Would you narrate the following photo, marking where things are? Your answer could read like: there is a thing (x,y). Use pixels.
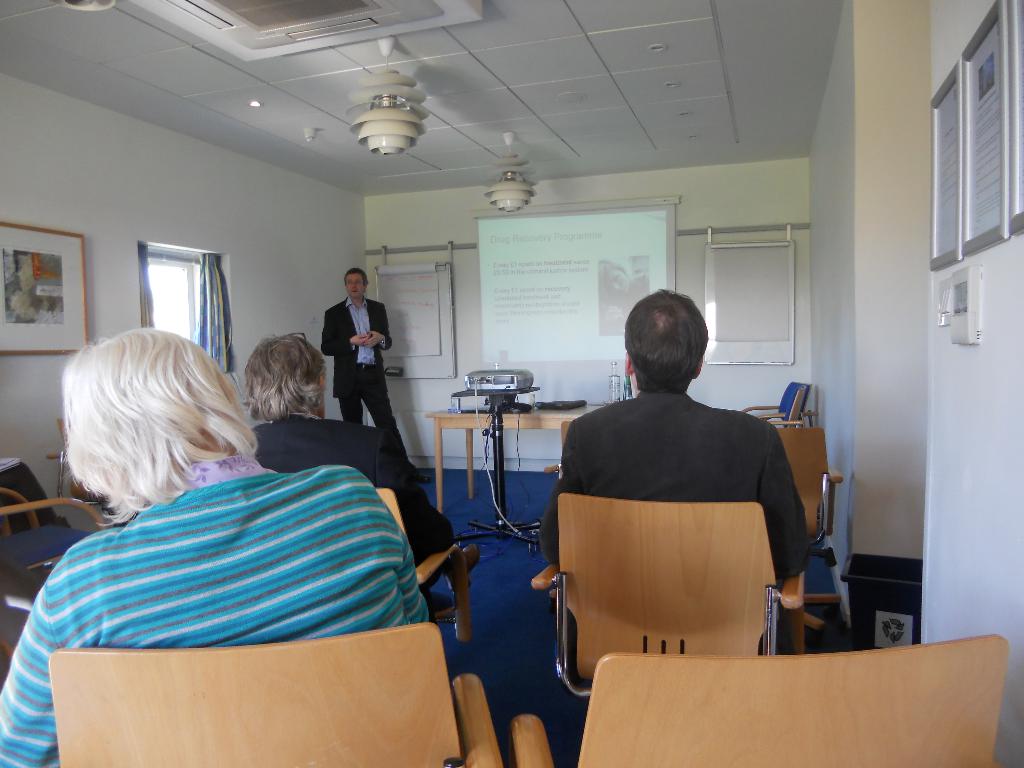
In this image, There are some chairs (85,735) which are in yellow color and there are some people (409,595) sitting on the chair (697,575) and in the left side (336,354) there is a man (352,366) standing and in the middle (482,378) there is a projector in white color and in the top (632,50) there is a roof (619,123) which is in white color.
